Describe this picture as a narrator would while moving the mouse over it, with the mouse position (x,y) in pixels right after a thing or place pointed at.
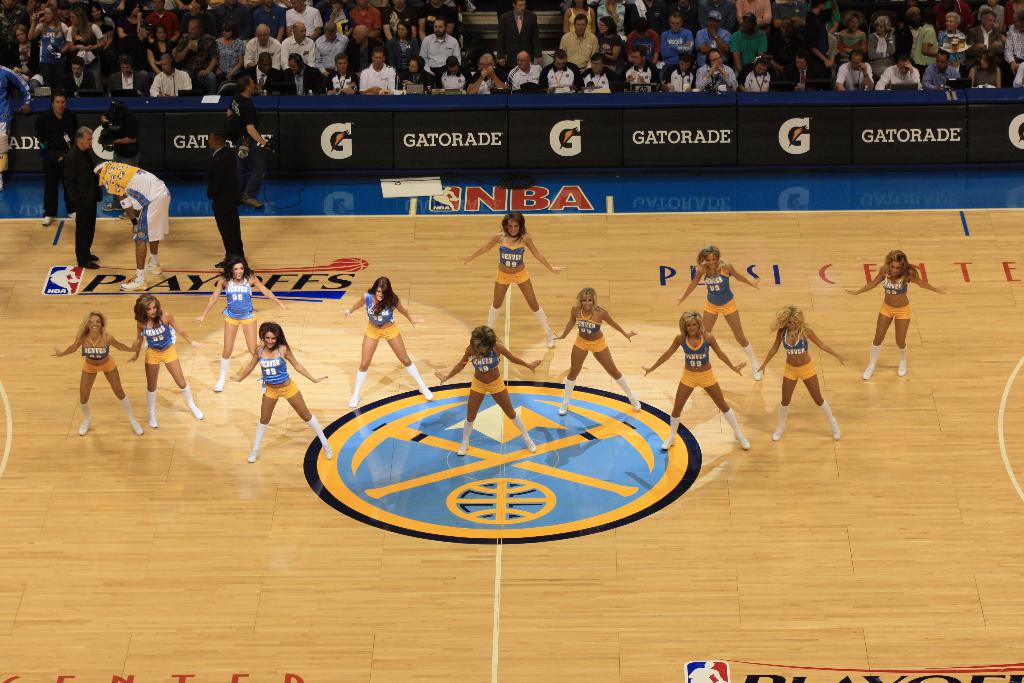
In the image we can see there are people (494,308) standing and they are wearing the same costume (545,314). Here we can see wooden floor (703,501), poster (583,154) and text (454,136) on the poster (285,152). Here we can even see the audience (391,45).
